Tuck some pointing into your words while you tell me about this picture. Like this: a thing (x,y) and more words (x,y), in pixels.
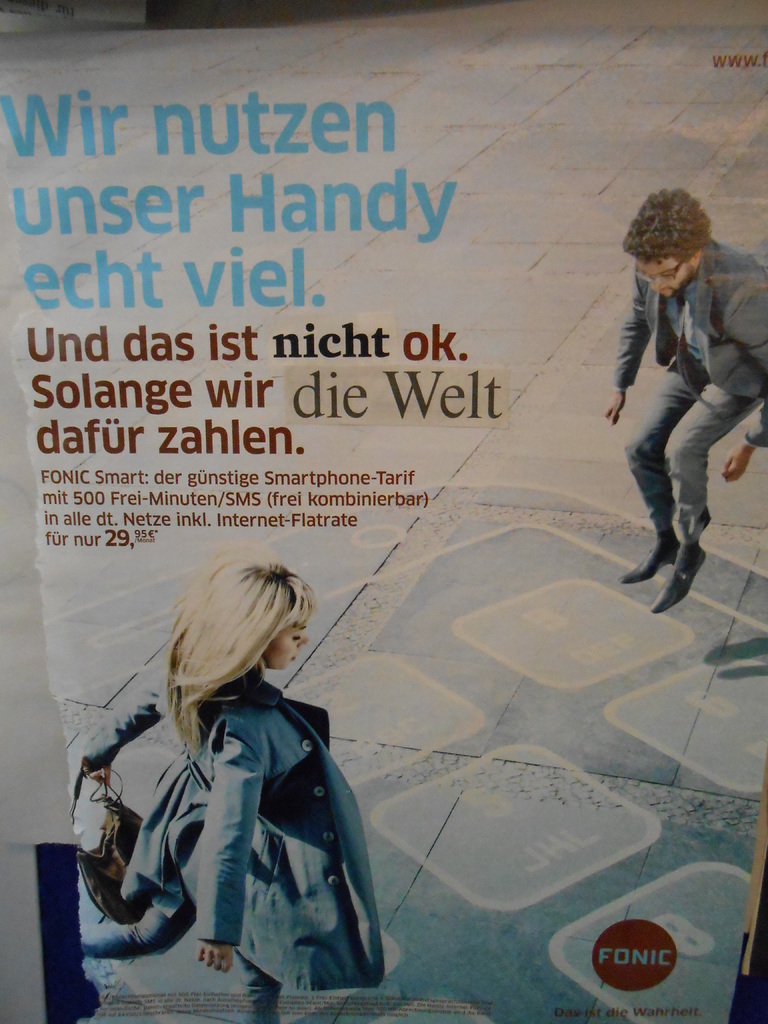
This is a hoarding (468,496) where we can see a woman (242,822) on the left side (228,816) is holding a bag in her hand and on the right side (737,371) a man (738,372) is jumping on the floor (384,698). On the left (168,301) and at the bottom (589,1011) we can see texts (19,225) written on the image.
